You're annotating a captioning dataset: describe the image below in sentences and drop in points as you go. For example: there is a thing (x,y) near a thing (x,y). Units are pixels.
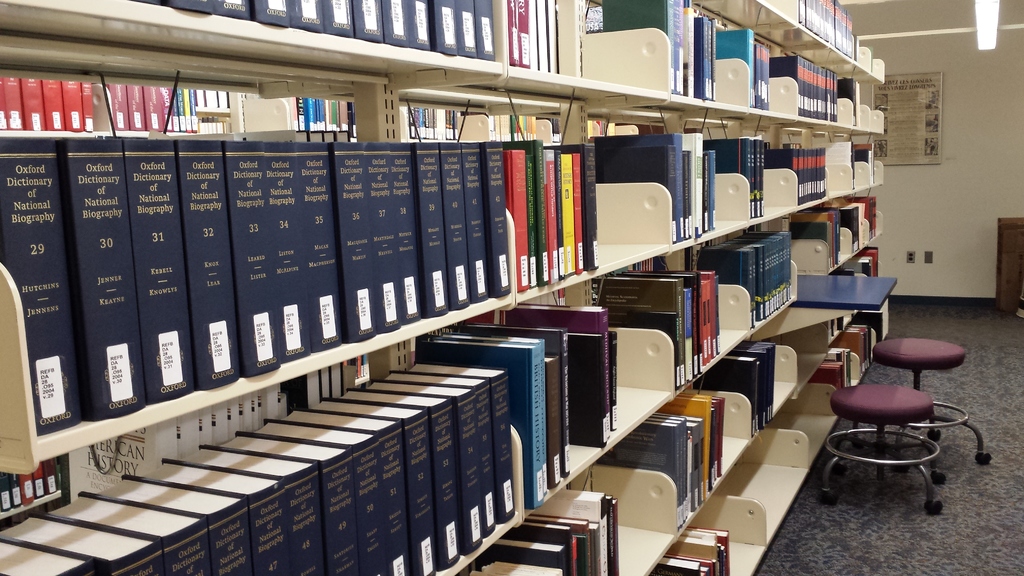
In this picture we can see few books (460,224) in the racks (432,327), on the right side of the image (883,414) we can find few chairs (907,357), in the background (985,175) we can see a poster (927,119) on the wall (961,161), and also we can see a light (981,5).
